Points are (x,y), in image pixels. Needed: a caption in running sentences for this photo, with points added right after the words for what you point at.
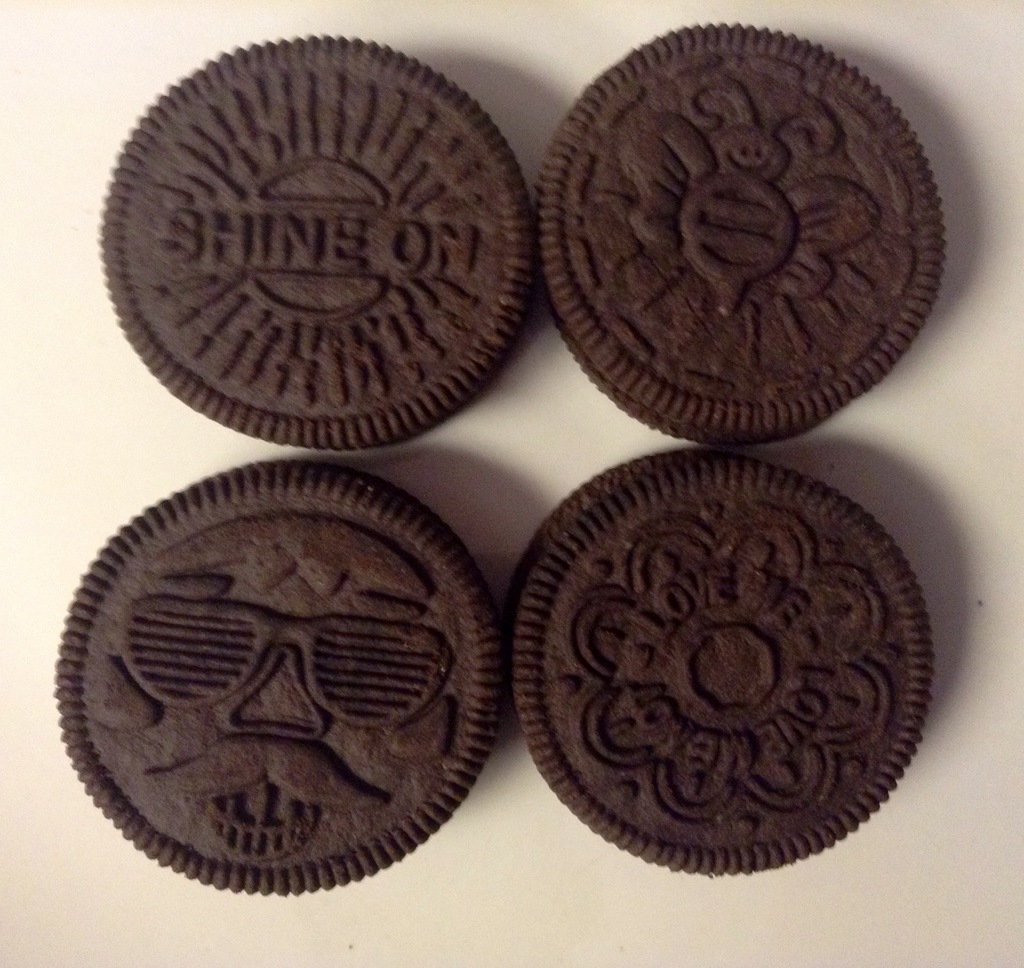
In this image there are four chocolate biscuits (519,244) in the middle (646,488).
